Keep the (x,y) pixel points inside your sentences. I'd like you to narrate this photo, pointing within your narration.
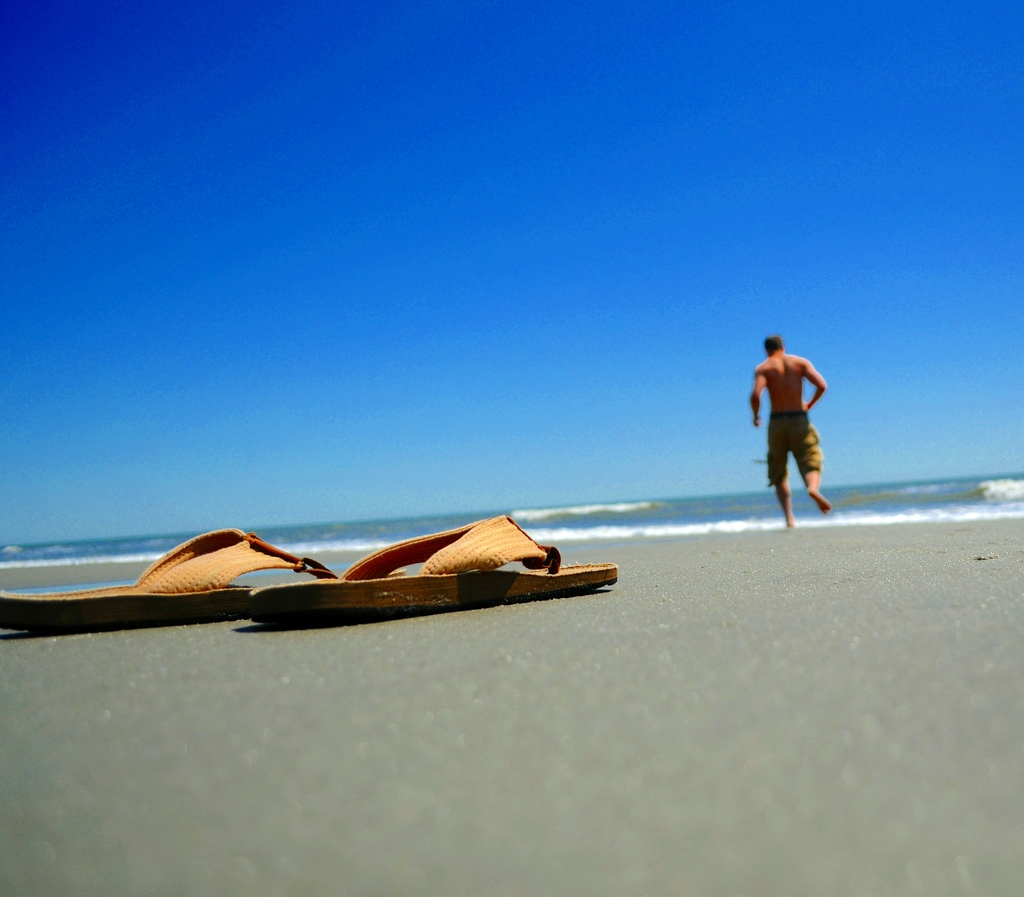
This is the picture of a sea (605,536). On the left side of the image (279,588) there is a footwear (495,595) on the sand (701,772). On the right side of the image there is a person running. At the back (352,534) there is water (576,539). At the top (516,184) there is sky (565,318). At the bottom (918,715) there is sand (820,541).
